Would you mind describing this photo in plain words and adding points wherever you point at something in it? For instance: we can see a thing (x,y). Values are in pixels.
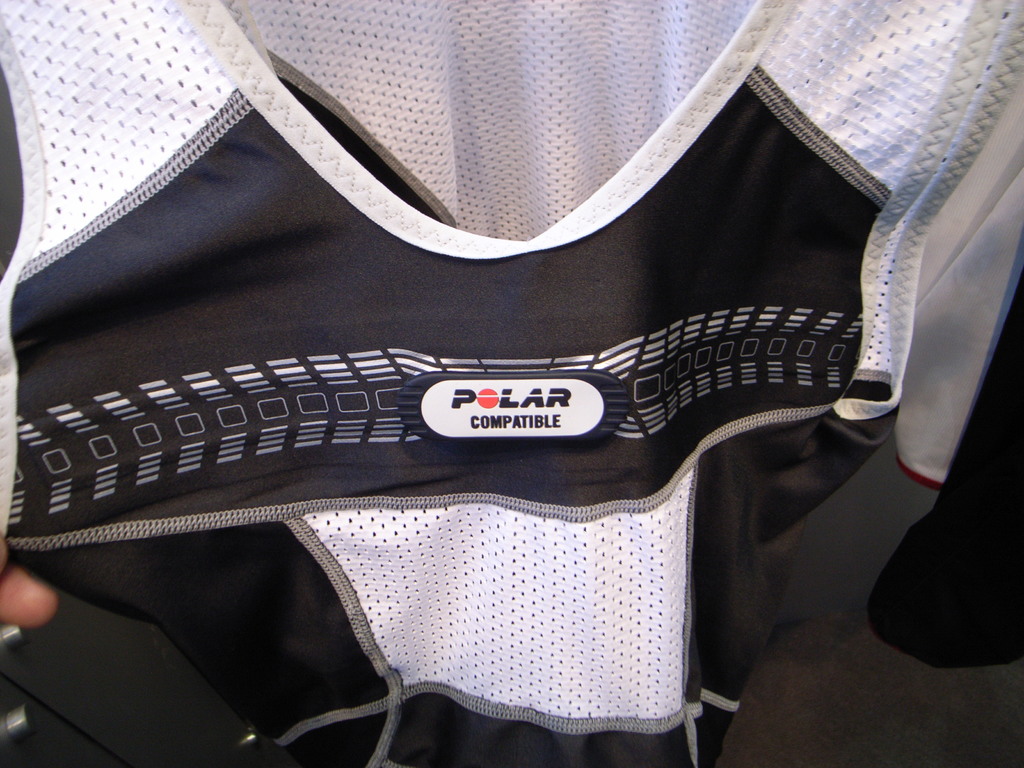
In the image we can see a black and white color jacket (548,321) and the floor (823,696).
